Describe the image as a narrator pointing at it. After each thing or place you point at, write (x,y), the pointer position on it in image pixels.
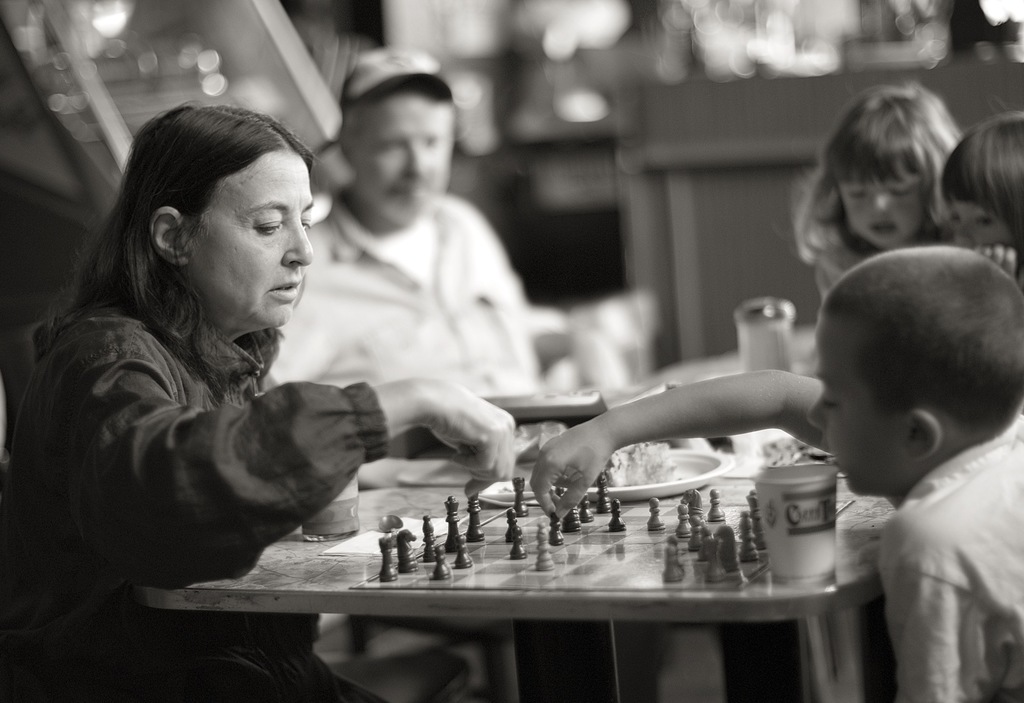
In the middle of the image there is a table (366,517), On the table (703,609) there is a chess board (723,511), plate (685,487), cup (821,499). Bottom right side of the image (1008,530) there are few people (869,319) sitting. Bottom left side of the image (76,584) two persons (288,230) are sitting.
